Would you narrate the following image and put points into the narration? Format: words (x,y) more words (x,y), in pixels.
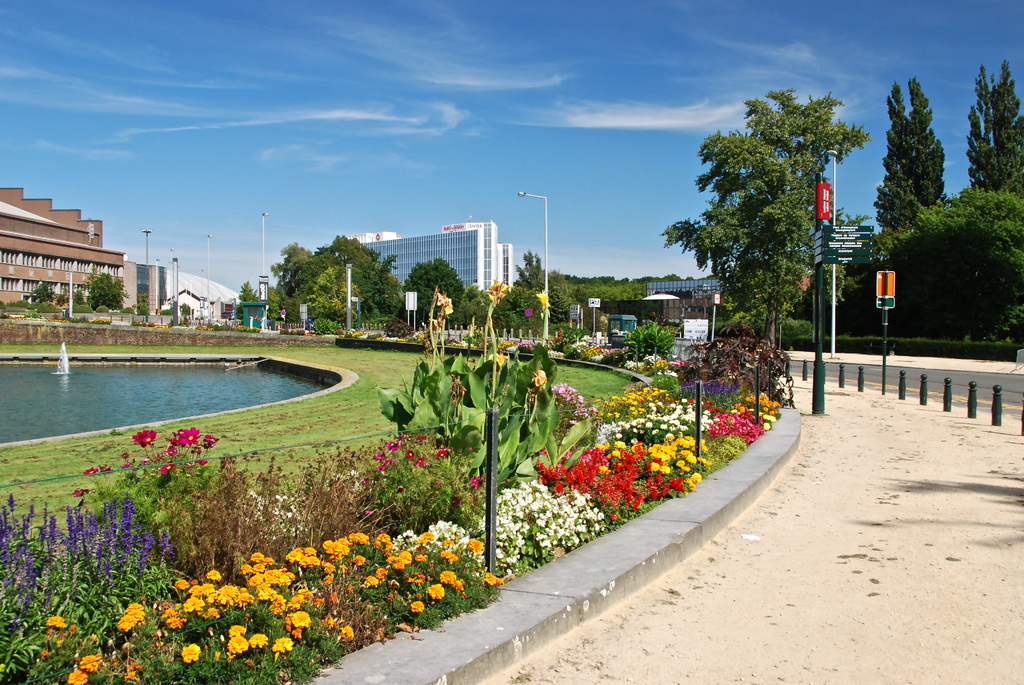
In the picture I can see flower plants (411,523), trees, poles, street lights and the grass (109,457). In the background (123,425) I can see the water (217,370), buildings (429,252), the sky (494,155) and some other objects (251,363).
